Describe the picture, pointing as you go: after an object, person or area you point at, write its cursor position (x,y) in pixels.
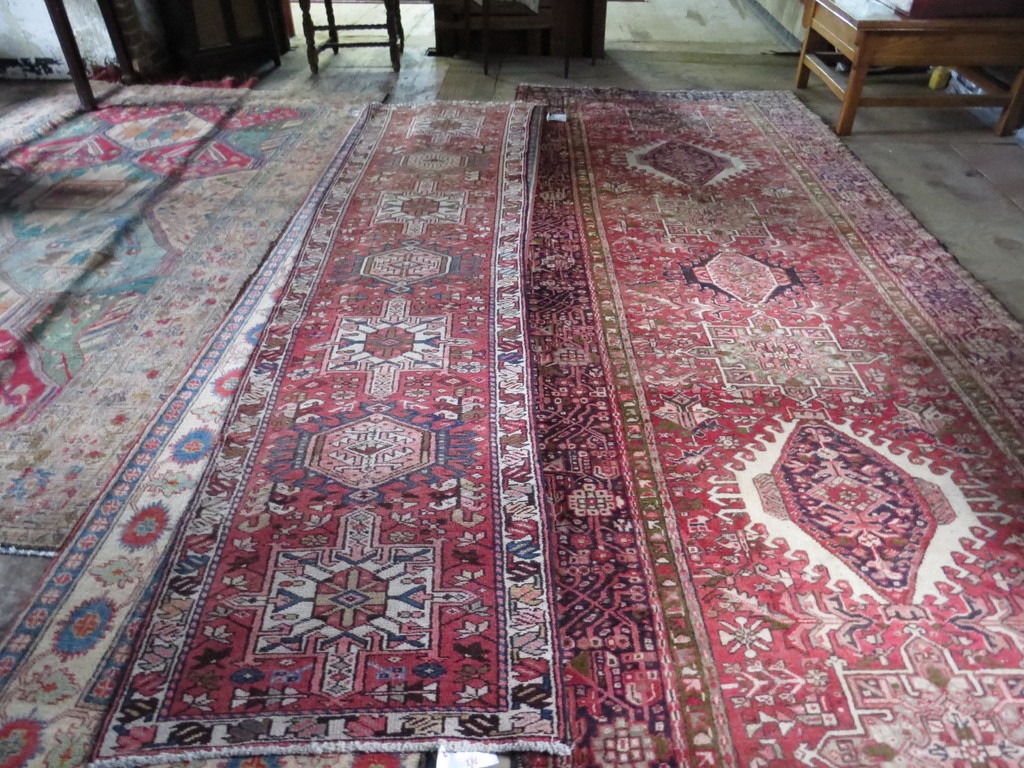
In this image, we can see a carpet (291,175) on the floor (880,125) and there are some tables (991,25).
